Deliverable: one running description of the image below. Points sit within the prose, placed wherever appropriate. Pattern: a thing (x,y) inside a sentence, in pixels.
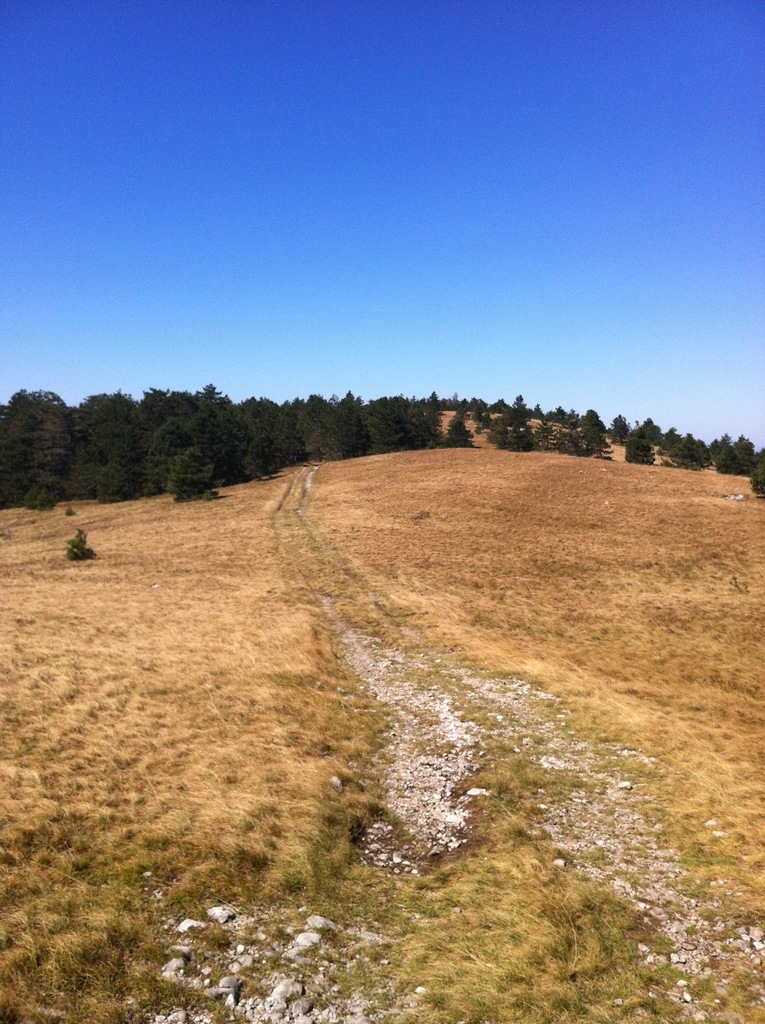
In this image I can see trees (211,427) in green color. background (550,253) sky (307,115) is in blue color.
